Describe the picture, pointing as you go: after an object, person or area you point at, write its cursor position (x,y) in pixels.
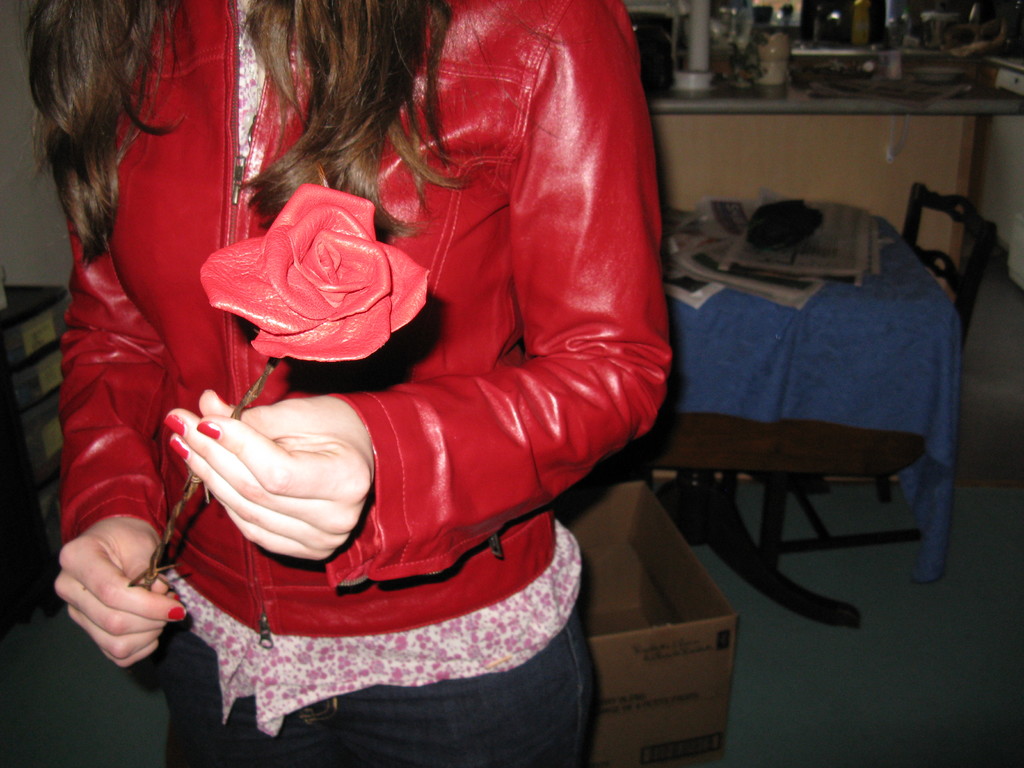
The woman (527,407) in red jacket (265,588) is holding a flower (276,329). Far there is a table (826,322), on a table (826,322) there are newspapers (731,278). Cardboard box (707,669) is on floor (771,647).
